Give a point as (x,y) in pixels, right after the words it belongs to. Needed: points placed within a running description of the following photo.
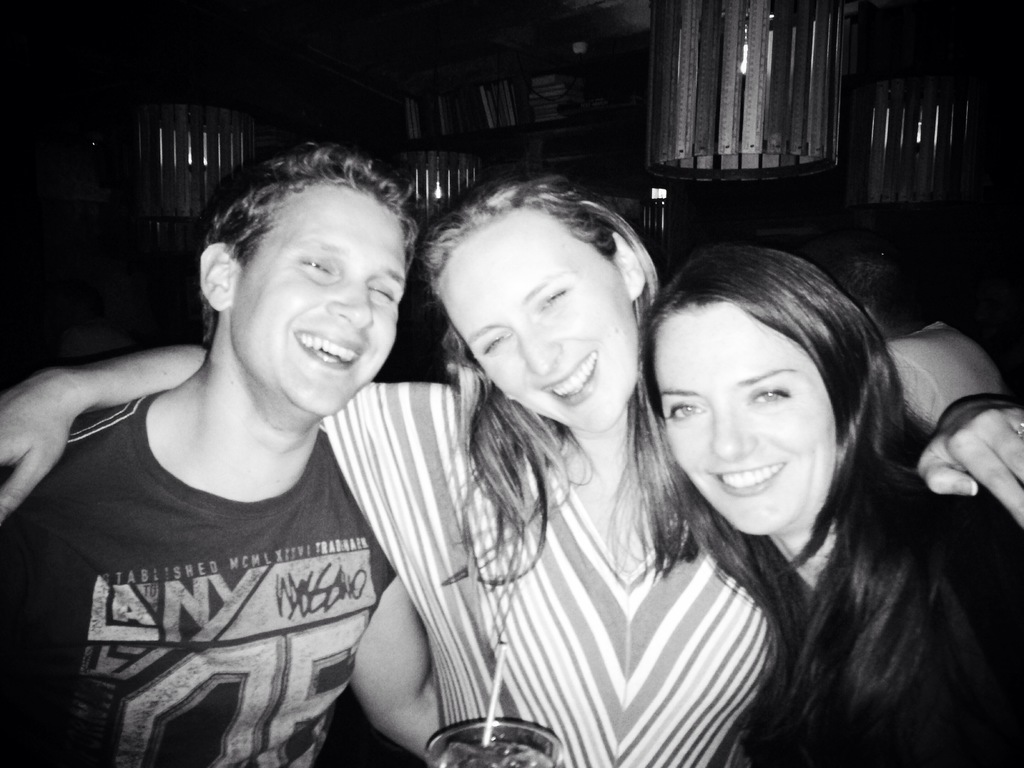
In the center of the image (520,261) we can see three people (773,525) smiling. In the background (419,125) there is a shelf (479,120). At the top (666,121) there are lights (965,83).
